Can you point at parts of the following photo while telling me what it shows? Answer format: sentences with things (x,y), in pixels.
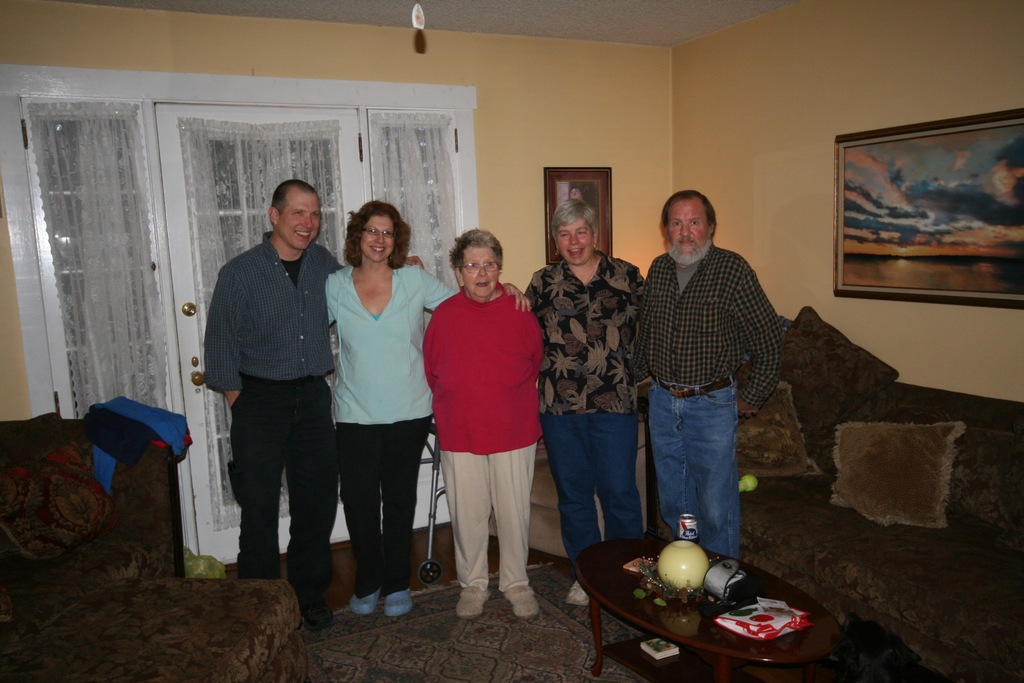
On the background (246,130) we can see door (457,146) with curtains (426,143), wall (674,100) and photo frames (591,169) over it. These are sofas (220,671) with cushions (882,491). Here we can see few persons (346,393) standing and holding a smile on their faces (488,285). This is a floor carpet (505,649). This is a table (675,680) and on the table (802,593) we can see covers (749,609), tin (691,529) and few things (703,565). There is a book (662,646) under the table (673,619).
